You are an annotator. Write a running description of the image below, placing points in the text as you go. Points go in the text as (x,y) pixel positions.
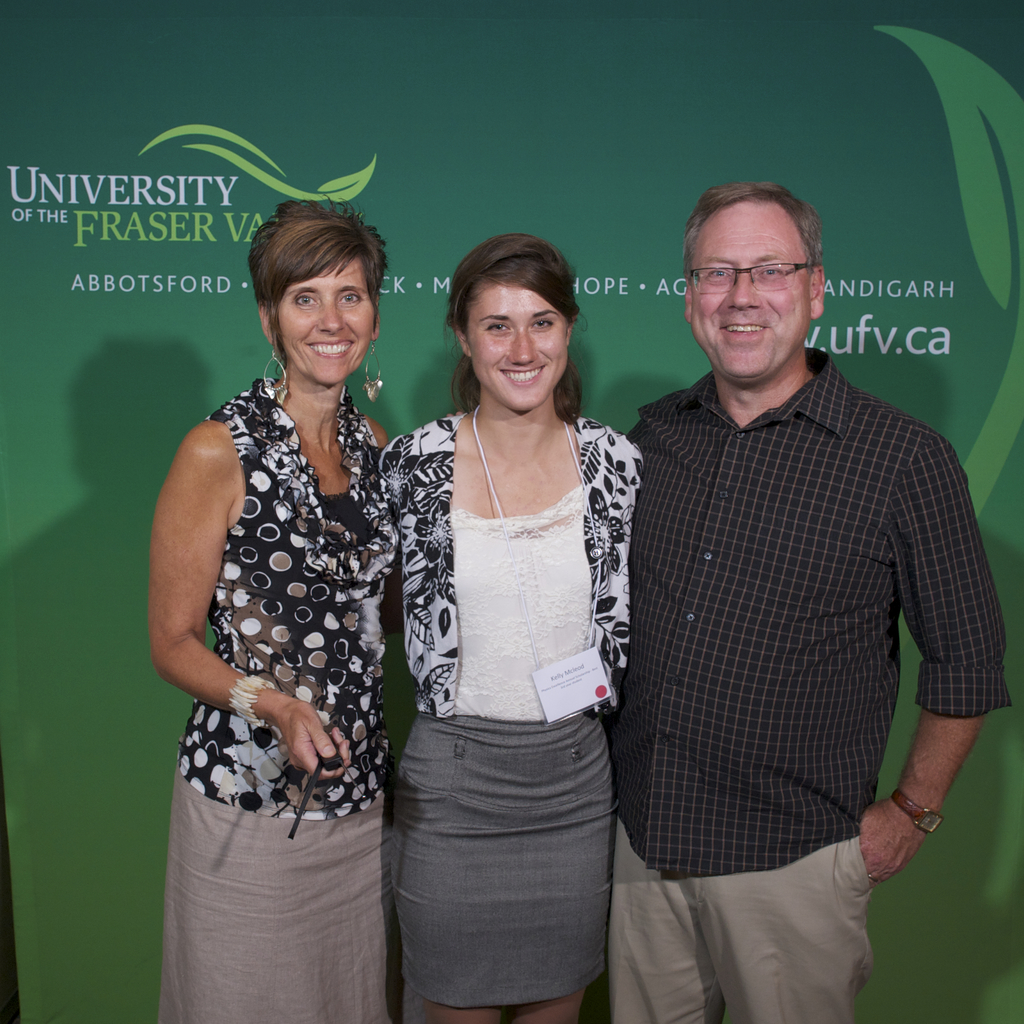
In this image we can see a man (703,337) and two women (439,566) are standing and smiling. Man (728,315) is wearing black shirt (716,869) and cream pant (732,930). One woman (511,862) is wearing white top (538,607) with grey skirt (512,842) and the other one (377,704) is wearing black and white dress (314,658). Background (222,198) green color banner (382,172) is there with some text (137,220) written on it.
